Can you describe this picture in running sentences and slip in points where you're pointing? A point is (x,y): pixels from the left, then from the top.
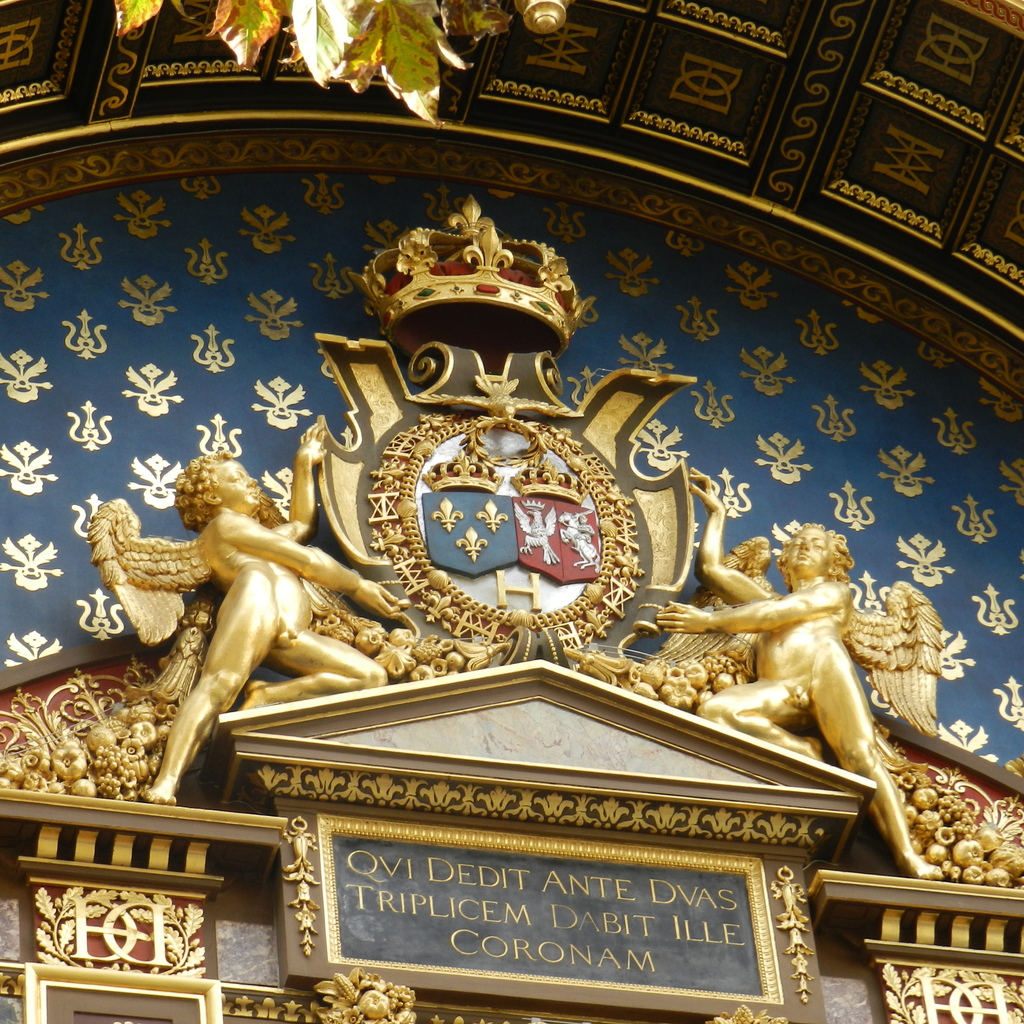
In this image there are two sculptures (332,570) in the middle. In the middle (530,347) there is a crown (483,271). In the background (204,291) there is a wall (170,299) on which there is a design (125,391). At the bottom (378,834) there is a board (571,869) on which there is some text (587,884). At the top (323,88) there are leaves (316,83).
